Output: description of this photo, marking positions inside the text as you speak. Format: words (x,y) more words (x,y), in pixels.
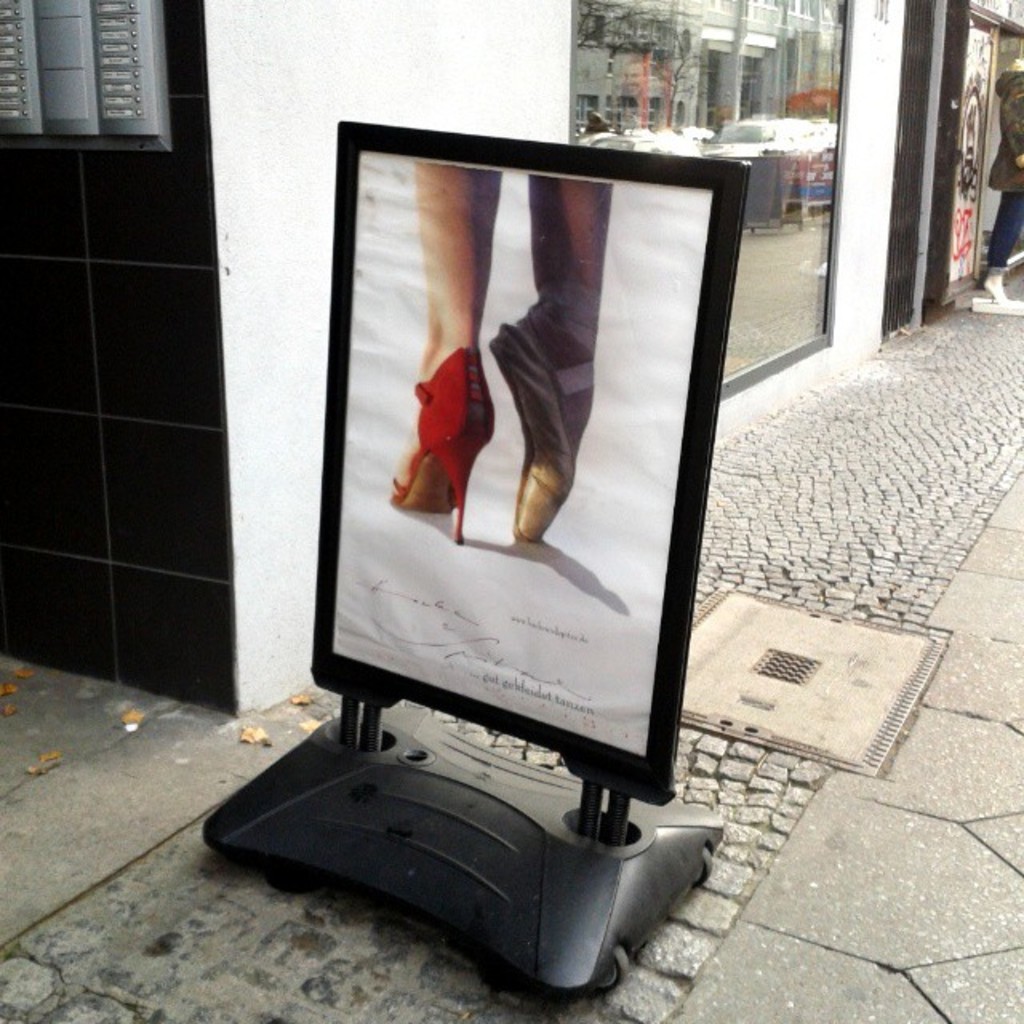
In this picture we can see a board (584,756) with an object (407,860) on the path (400,920). Behind the board (461,562) there is a mannequin (1014,93) and on the wall (880,133) there is a glass (787,95) and on the glass (772,206) we can see the reflection (792,143) of vehicles (711,135), tree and a building (706,34).
